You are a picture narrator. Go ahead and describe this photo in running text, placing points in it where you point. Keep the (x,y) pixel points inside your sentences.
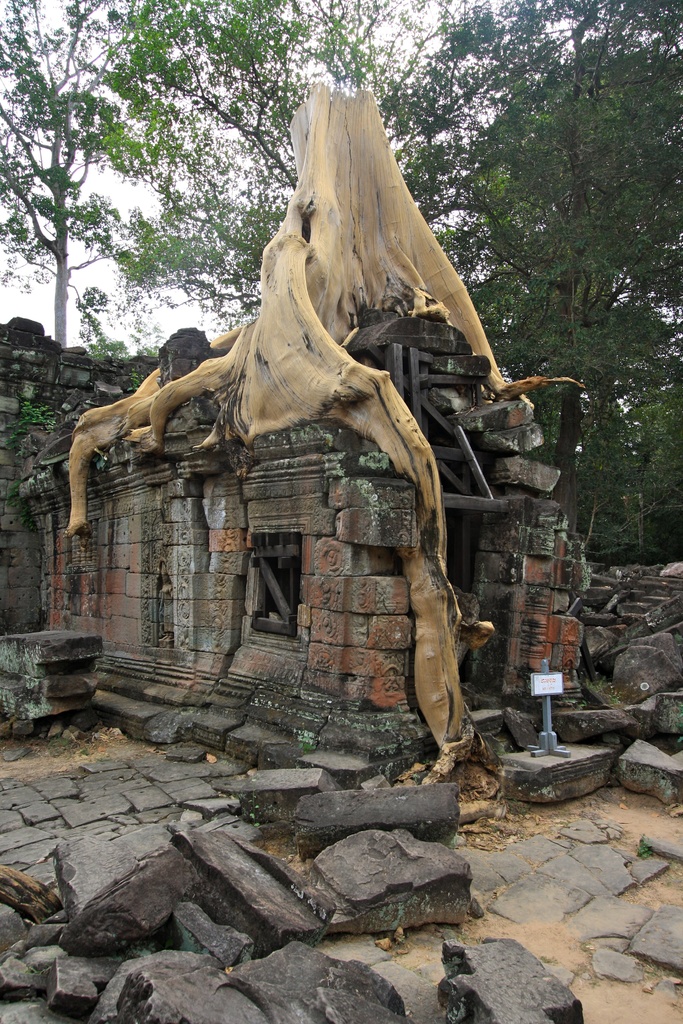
In this image, we can see some trees (541,200). There is a temple (398,641) and stem (379,208) in the middle of the image (246,354). There are rocks (296,780) at the bottom of the image (536,988).
